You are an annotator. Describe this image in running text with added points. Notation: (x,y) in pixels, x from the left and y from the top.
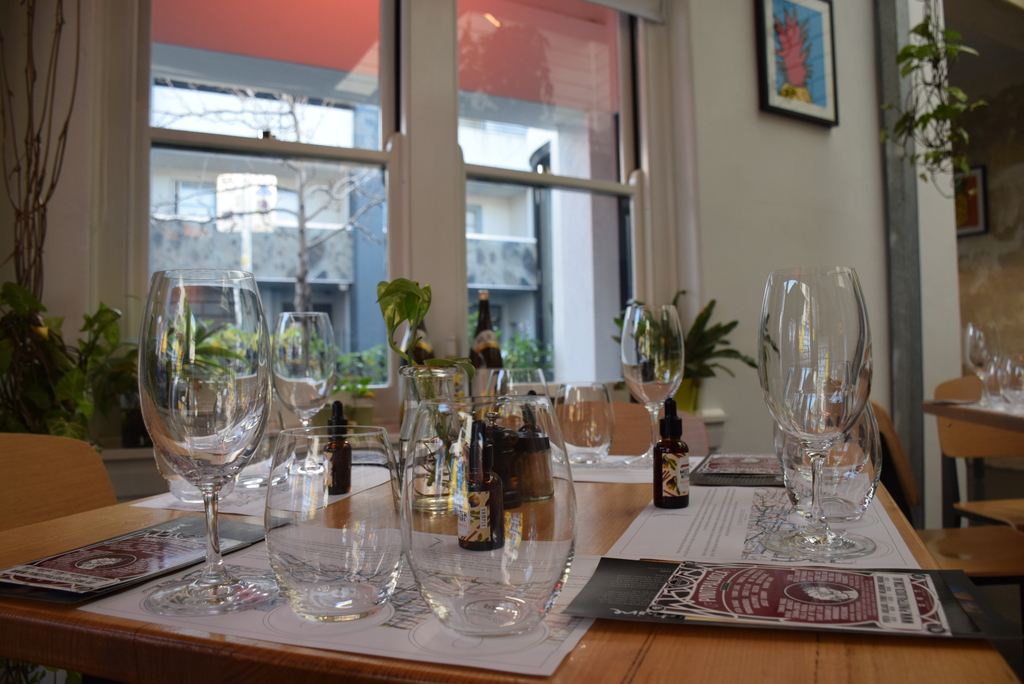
In this image, there is a table (891,665) which is in yellow color, on that there are some glasses (188,452) which are in white color, there are some black color books (686,604), there are some chairs (45,487) which are in yellow color. In the background (793,206) there is a white color wall (788,178) and there is a picture (769,16) which is in black color, in the middle (369,250) there is a glass window (332,116).
